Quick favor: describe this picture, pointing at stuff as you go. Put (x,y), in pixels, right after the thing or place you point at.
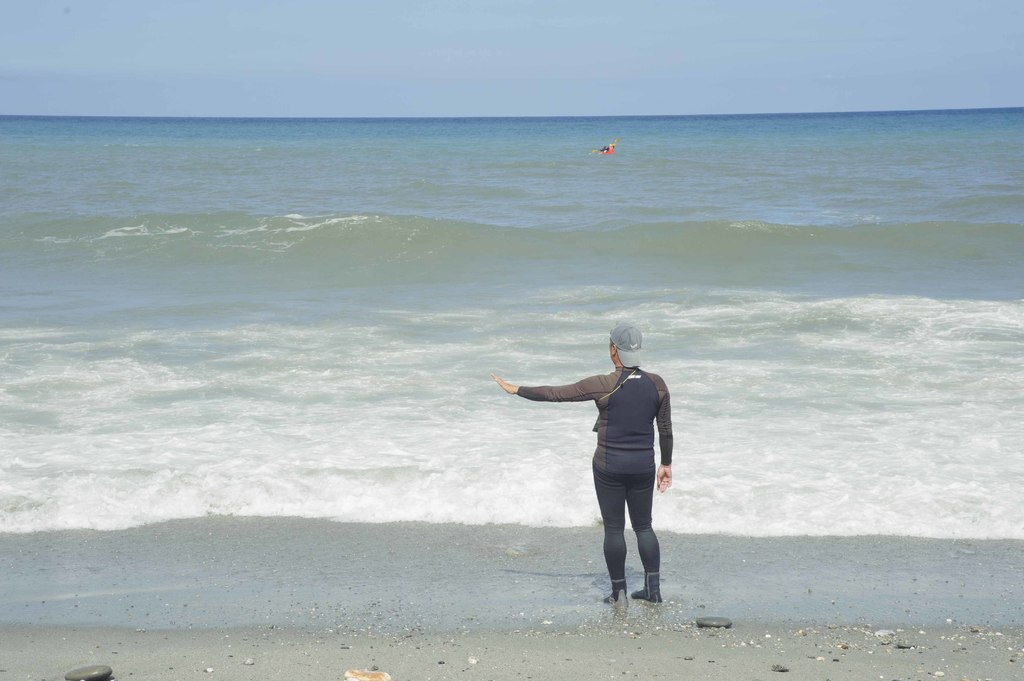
The man (638,390) in the middle of the picture (641,406) wearing black T-shirt (623,403) and grey cap (629,360) is standing on the seashore (684,553). At the bottom of the picture (508,603), we see small stones (631,619) and sand (573,625). In front of him, we see water (311,265) and this water (393,269) might be in the sea (697,245). In the middle of the picture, we see something in orange color. At the top of the picture (517,38), we see the sky (454,79).
